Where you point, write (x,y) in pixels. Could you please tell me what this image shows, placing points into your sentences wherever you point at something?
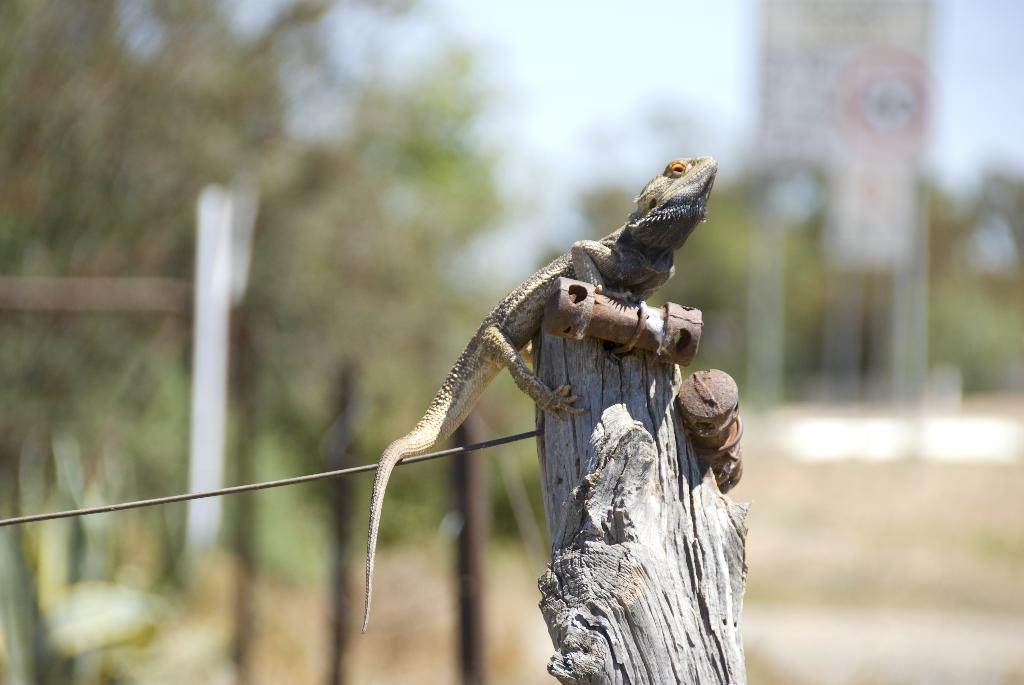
In this image I see a lizard (480,389) over here which is on the wooden branch (622,436) and I see a wire (359,470) over here and I see that it is blurred in the background (368,213).
